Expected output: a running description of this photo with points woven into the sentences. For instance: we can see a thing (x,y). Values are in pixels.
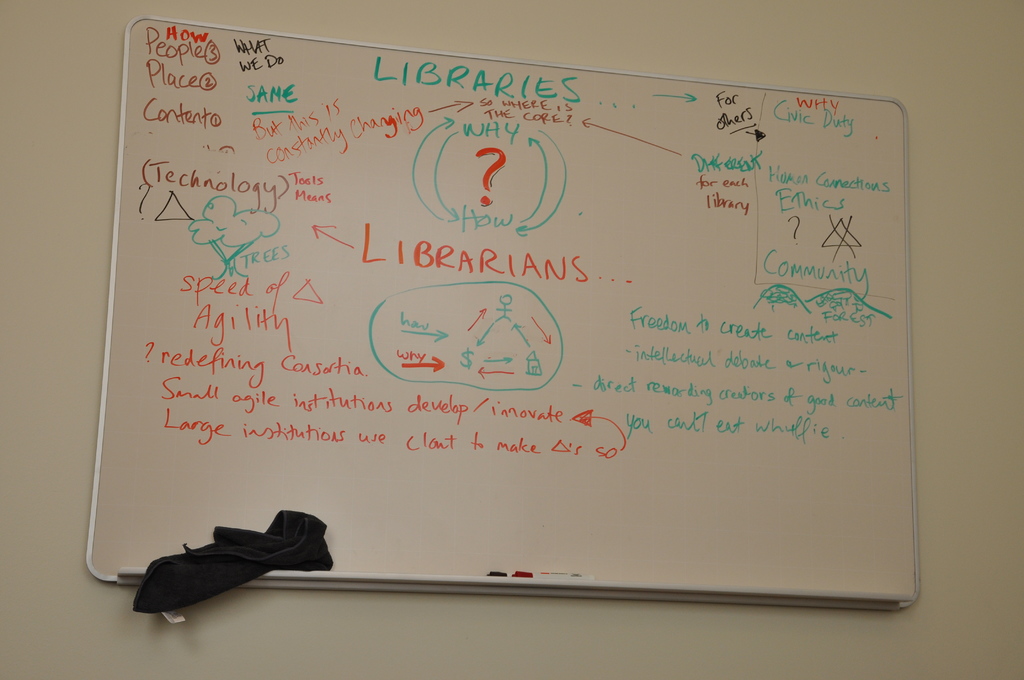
There are texts (794,207) and drawings (350,247) on the white color board (494,419). This board (606,555) is attached to the white wall (406,3).
